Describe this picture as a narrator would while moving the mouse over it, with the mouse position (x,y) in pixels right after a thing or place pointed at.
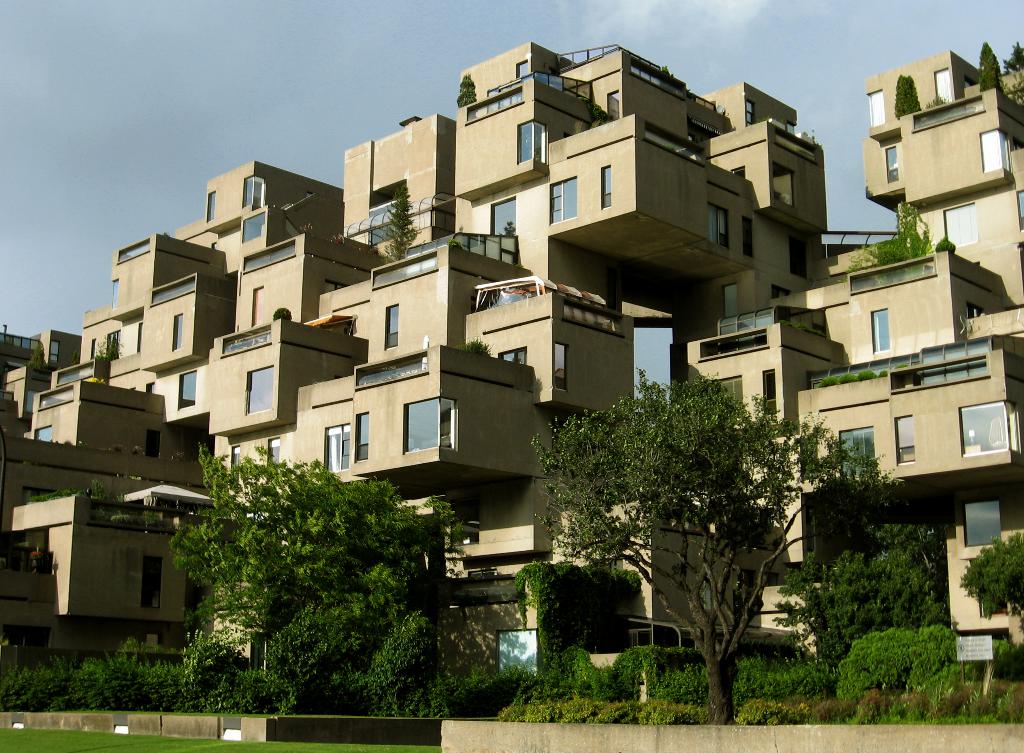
In this picture we can see there is a lawn (42,741), trees (388,591), plants (418,659) and a board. Behind the trees (423,532) there is an architectural building (711,296) and behind the building (241,283) there is the sky (220,102).
